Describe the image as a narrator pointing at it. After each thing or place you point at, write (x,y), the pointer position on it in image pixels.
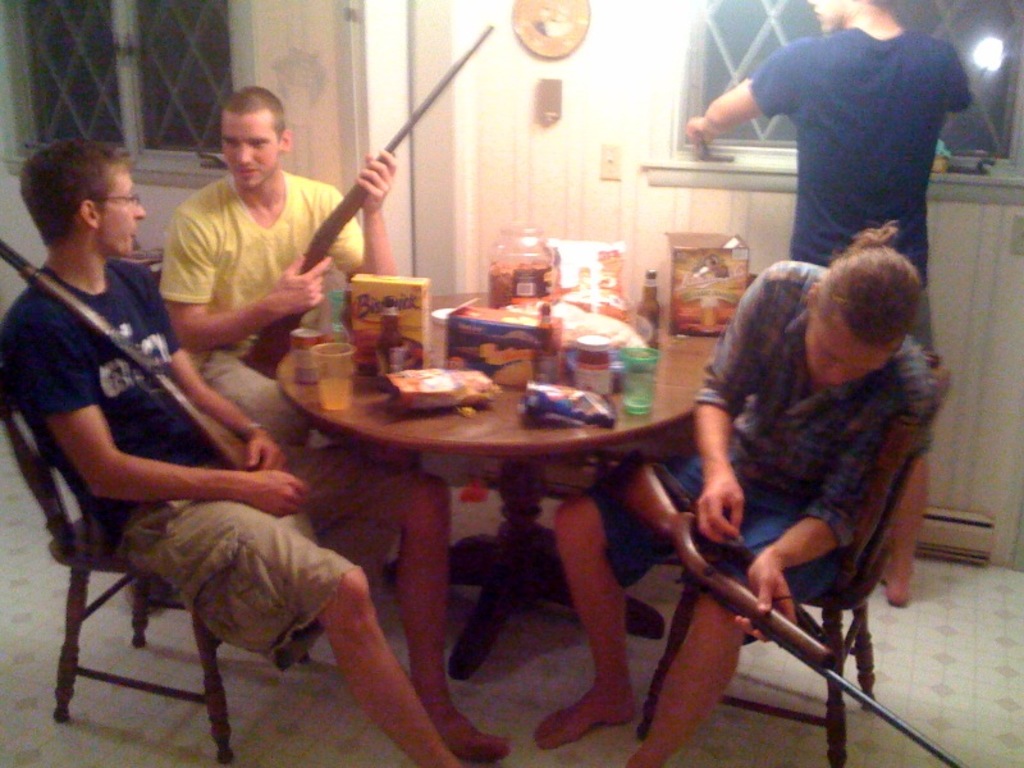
This picture is clicked inside the room (668,173). Here, we see three men (176,363) sitting on chair (838,665) are holding gun (804,634) in their hands (731,482). Beside, in front of them, we see a table (481,419) on which glass (323,392), coke bottle (296,358), jam bottle (602,364), wine bottle (644,319), plastic box (502,290) and carton box (490,341) are placed on it. Behind that, we see a white door (580,139) and beside the door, we see a window (715,32) and on the right corner (874,70) picture, man (811,116) in blue t-shirt (815,135) standing near the window (763,131).
